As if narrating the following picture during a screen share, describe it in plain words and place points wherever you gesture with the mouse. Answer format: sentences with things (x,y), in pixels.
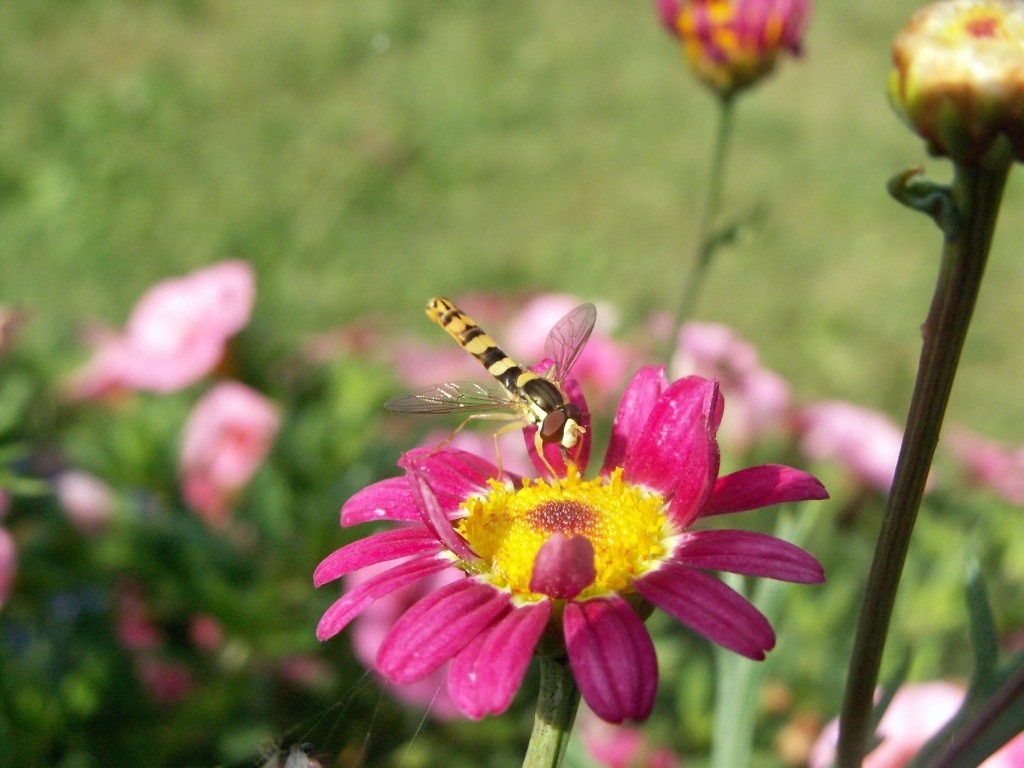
In the image there is a stem (540,752) with a flower (571,495). On the flower (664,599) there is a hoverfly (568,432). In the background (531,462) there are flowers (710,65) and there is a blur background (192,167).
